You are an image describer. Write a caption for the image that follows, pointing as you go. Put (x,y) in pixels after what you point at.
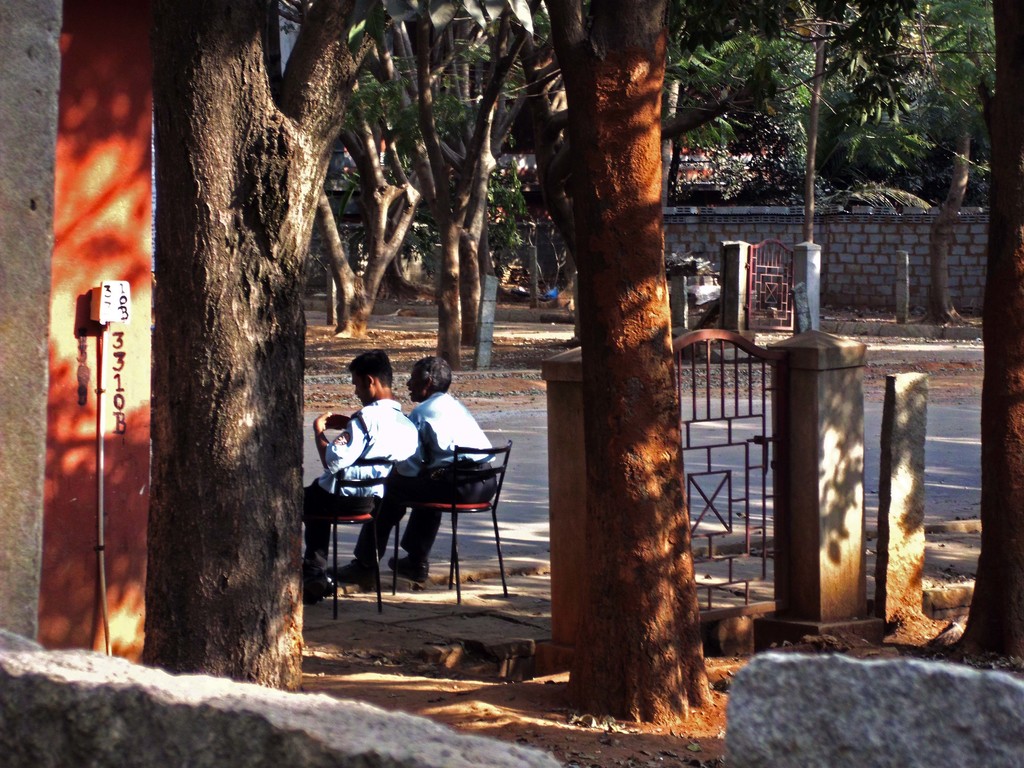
In the foreground of this image (687,708), there is a wall (261,735), few trees (634,538) and the gate (764,470). In the background (440,434), there are two men (412,450) sitting on the chairs (437,510), road (963,442), poles (906,412), trees (801,78), wall (872,243) and another gate (784,300).
